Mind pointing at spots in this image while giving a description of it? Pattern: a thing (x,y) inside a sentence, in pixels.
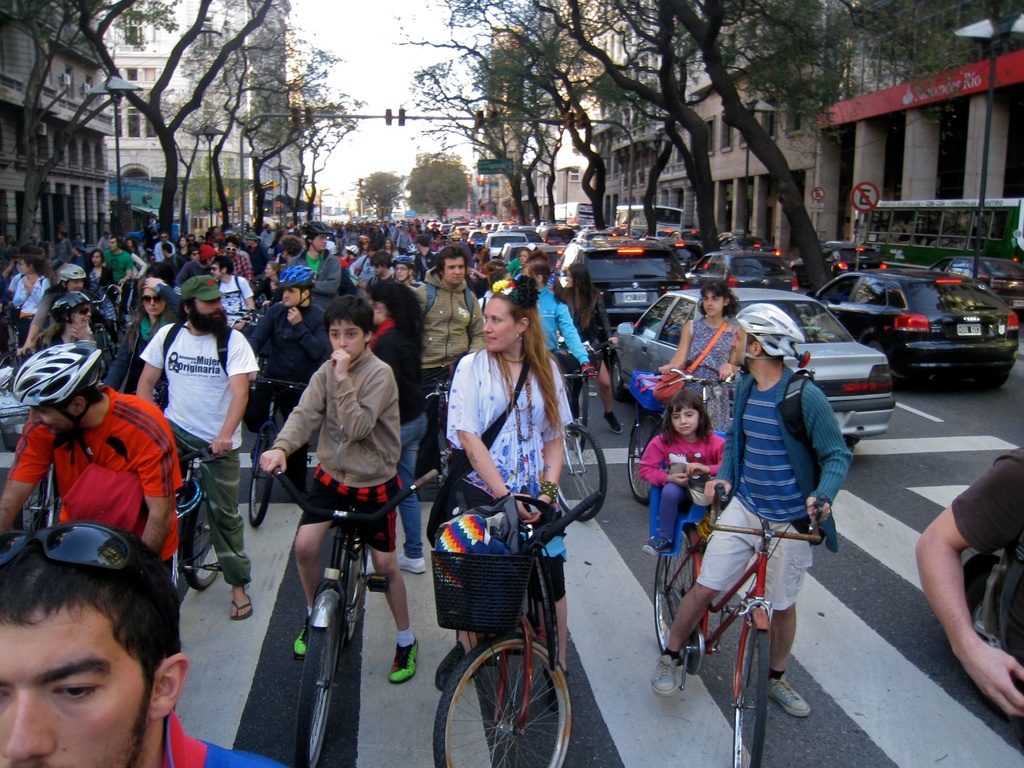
In this image I can see the group of people (563,425) standing with the bicycles (546,662) and some cars (936,325) on the road (833,612). To the side there are trees (811,241) and a building (810,151). In the back (398,80) there is a sky (356,160).
